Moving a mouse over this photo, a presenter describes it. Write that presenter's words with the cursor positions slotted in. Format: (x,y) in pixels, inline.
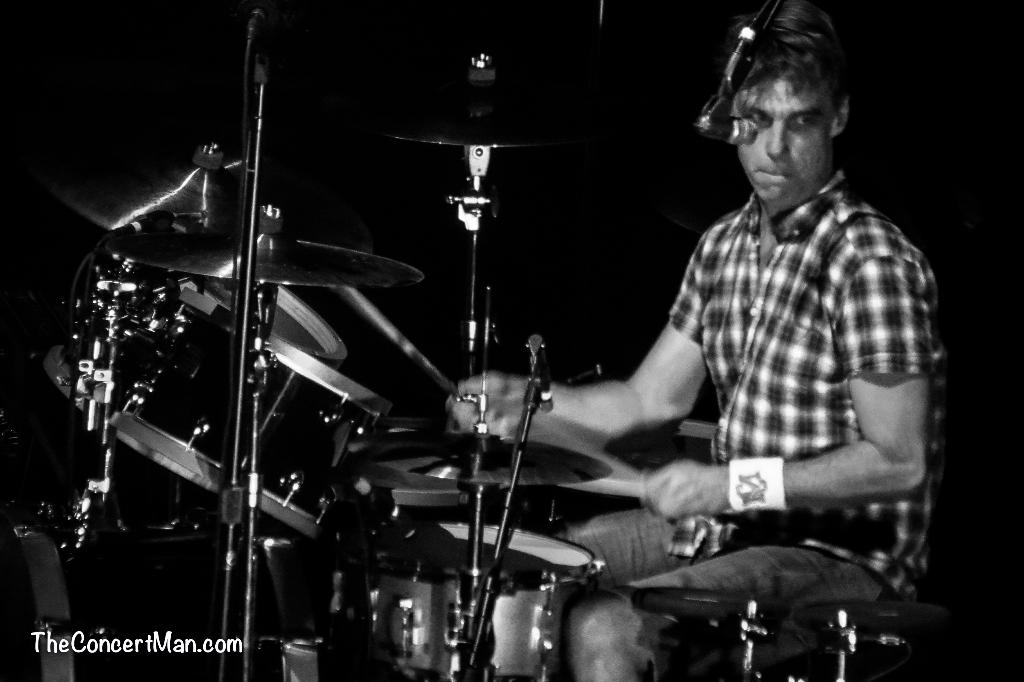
It is a black and white image. In this image we can see a person (809,291) sitting and playing musical instruments (508,451). We can also see the text (163,646) in the bottom left corner (188,649).
